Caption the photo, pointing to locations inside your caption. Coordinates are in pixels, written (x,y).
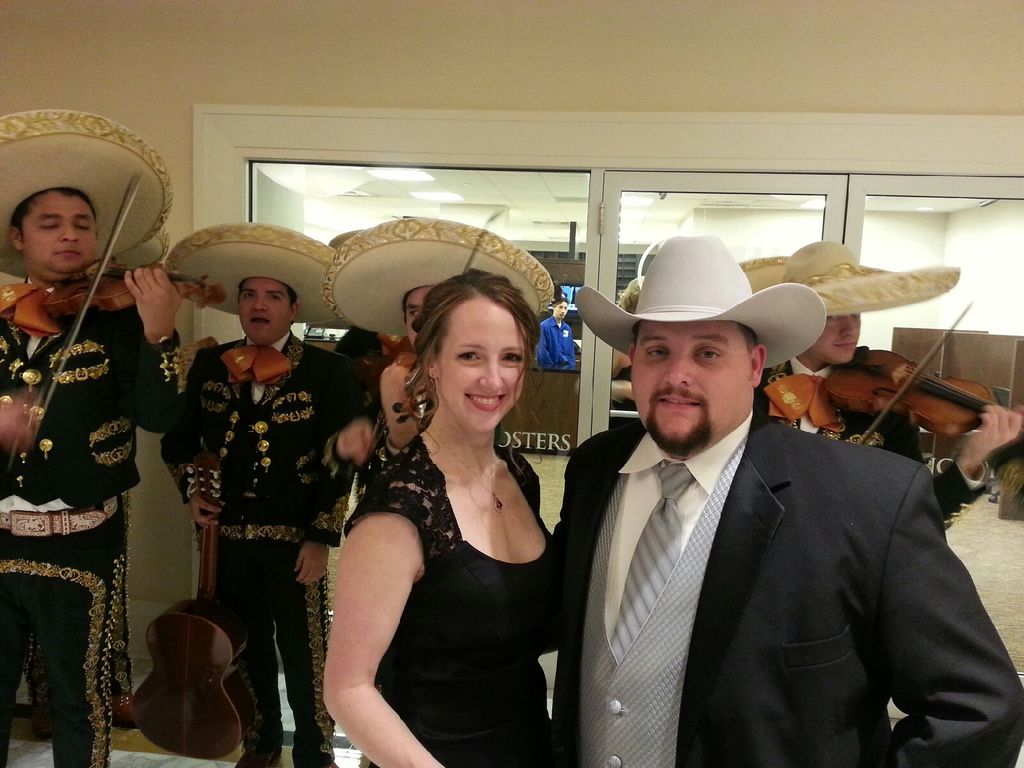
In this image we can see a woman (487,526) wearing black dress (541,523) and man (713,562) wearing blazer (765,569) are standing. In the background (346,410) we can see people (355,403) wearing uniform (256,417) are holding violin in their hands (4,444) and playing it.
